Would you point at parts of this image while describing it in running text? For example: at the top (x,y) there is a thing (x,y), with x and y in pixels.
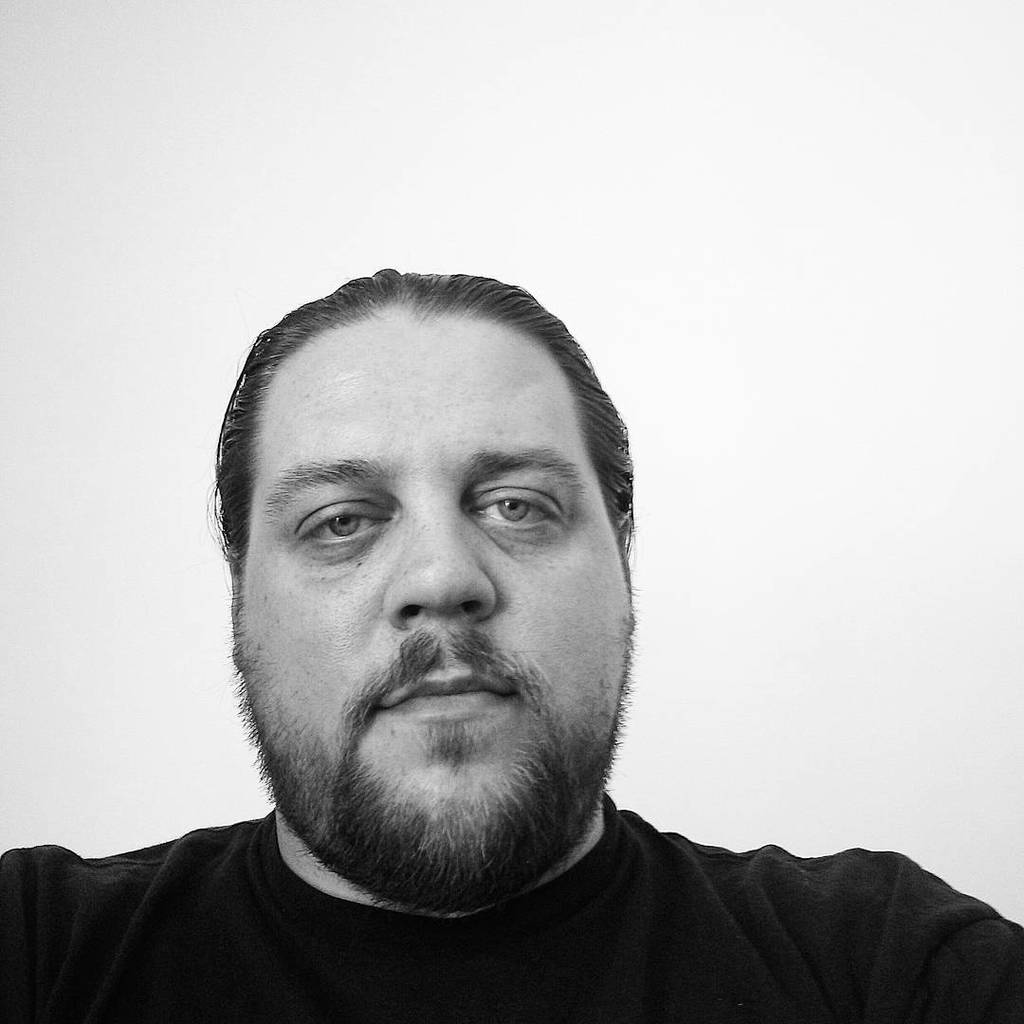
In this picture there is a person (307,942) wearing a black t-shirt (208,897), behind him it is wall (552,230).
